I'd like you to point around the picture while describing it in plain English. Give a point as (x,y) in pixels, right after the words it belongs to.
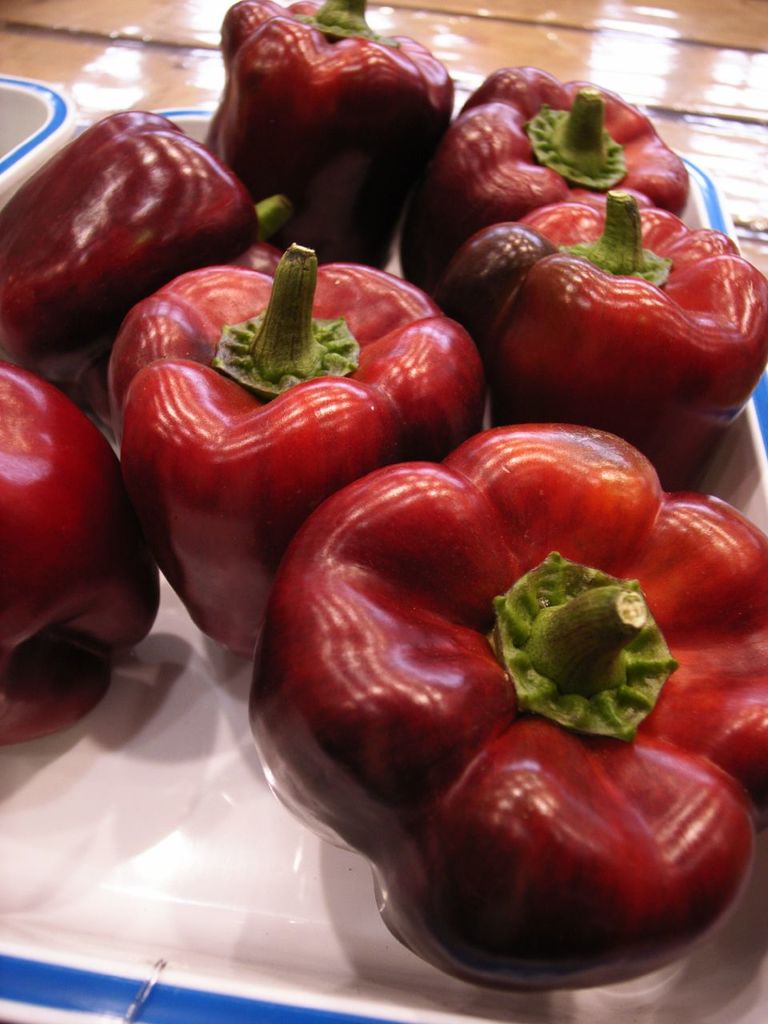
In this image, we can see a plate (237,898) contains some big chilies (277,423).
